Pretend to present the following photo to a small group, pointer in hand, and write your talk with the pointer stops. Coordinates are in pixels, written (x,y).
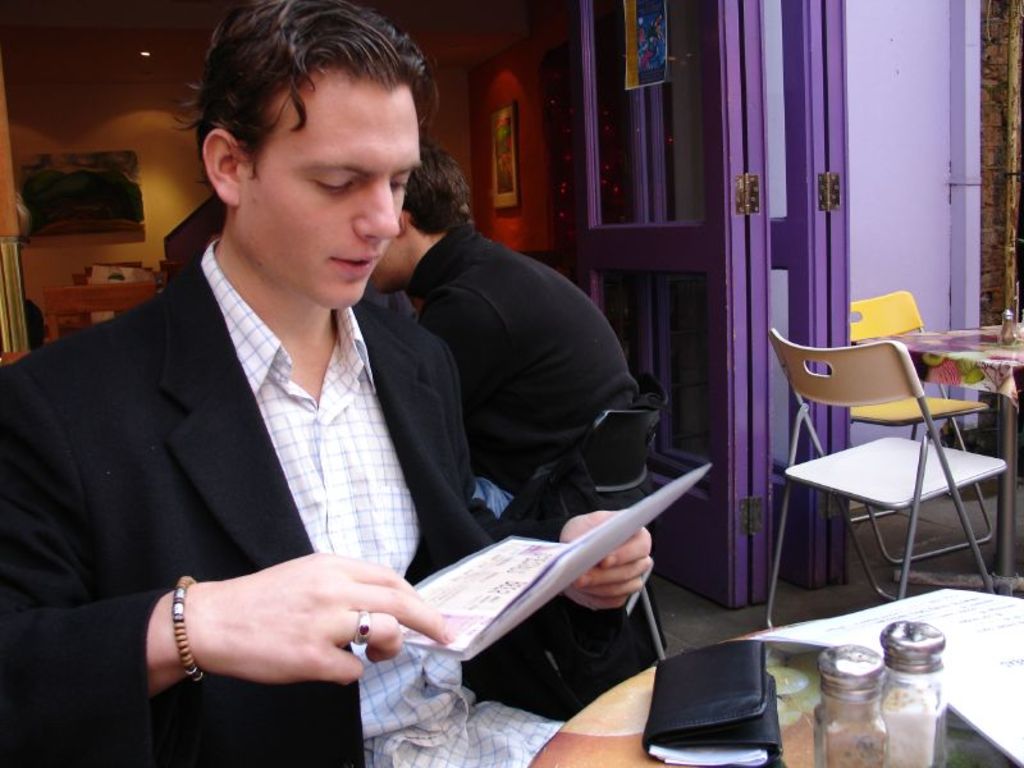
In this picture, we can see 2 persons (546,331) sitting and the left person (186,415) is wearing blazer (351,721) and is looking at some paper (487,631). In front of him we can see a table (633,755) on which there are jars (821,744), paper (964,703) etc present. In the background (452,38), we can see a door (669,199), wall (899,260), house (176,189), photo frame (90,228) etc.
